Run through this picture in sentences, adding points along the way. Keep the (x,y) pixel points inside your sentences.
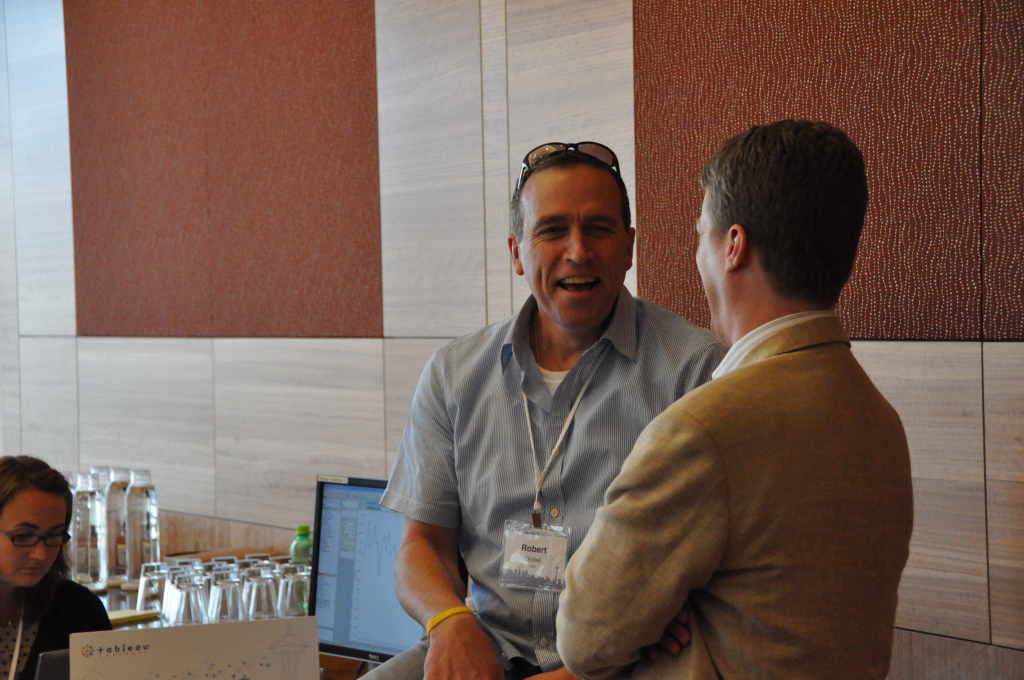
In this image in front (574,358) there are two persons (464,364) wearing a smile on their faces (572,293). Beside them there is a computer (348,655). There are glasses (205,596), water bottles (143,538). On the left side of the image (15,476) there is another person (72,621) sitting in front of the laptop (57,668). In the background of the image (332,330) there is a wall (267,340).
